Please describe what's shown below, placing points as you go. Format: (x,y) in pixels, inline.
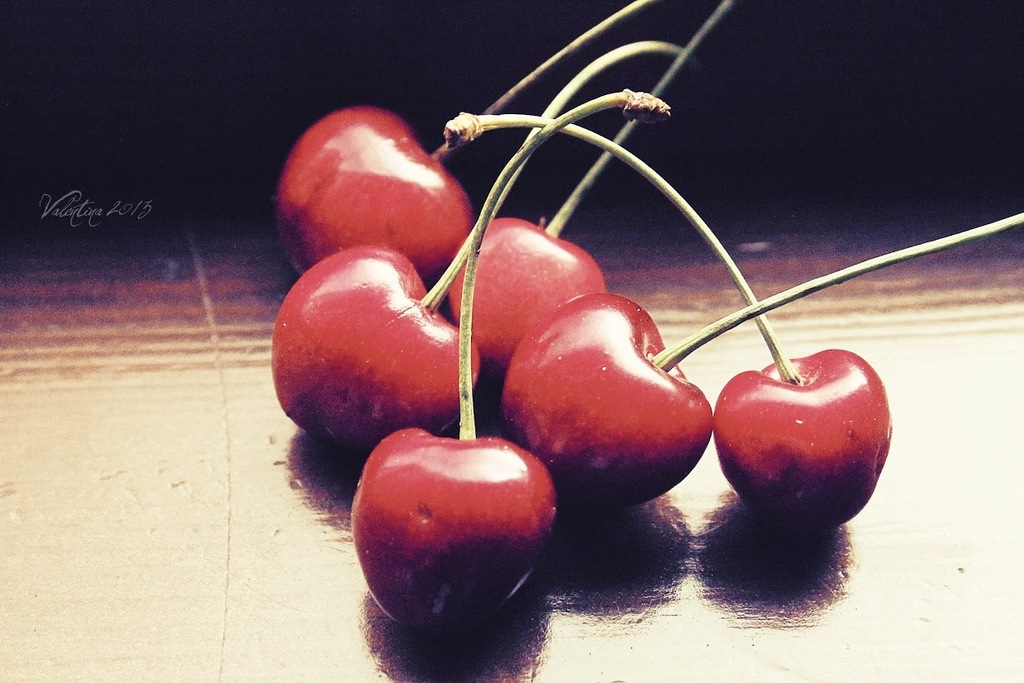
In the center of the picture (407,331) there are cherries (432,343) placed on a table (680,497). The background (914,70) is dark.
